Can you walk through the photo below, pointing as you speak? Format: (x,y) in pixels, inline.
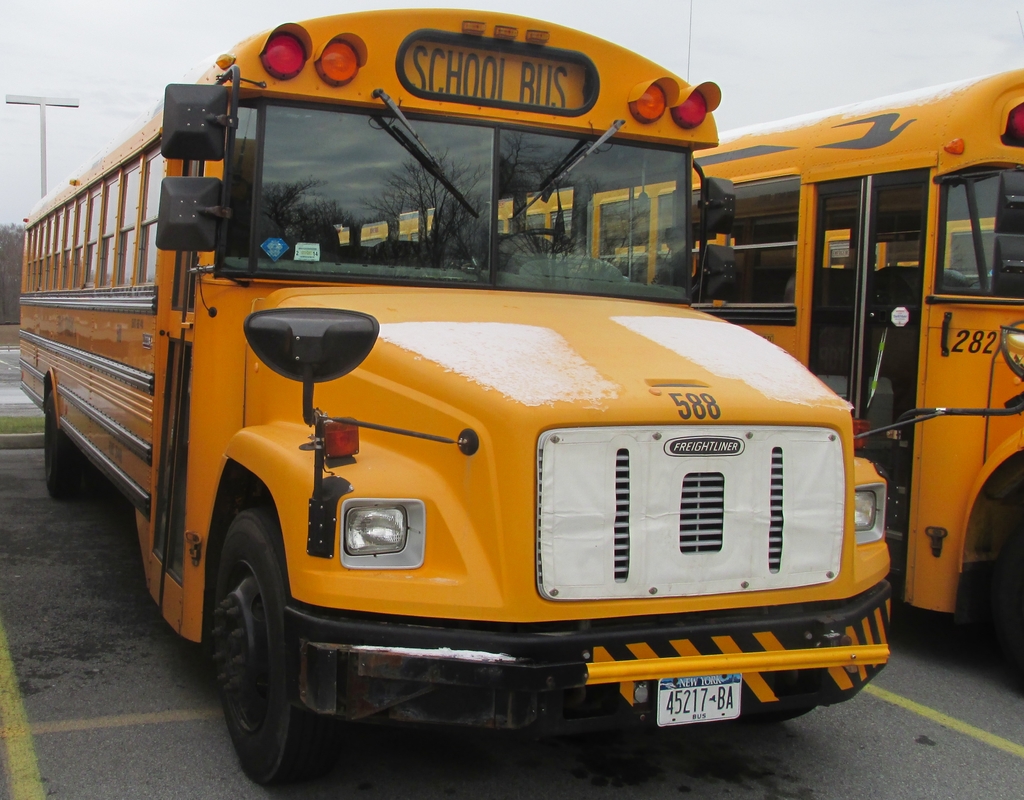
In this image I can see few vehicles (509,349) in yellow and black color. I can see the pole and the sky (24,213) is in white color.
